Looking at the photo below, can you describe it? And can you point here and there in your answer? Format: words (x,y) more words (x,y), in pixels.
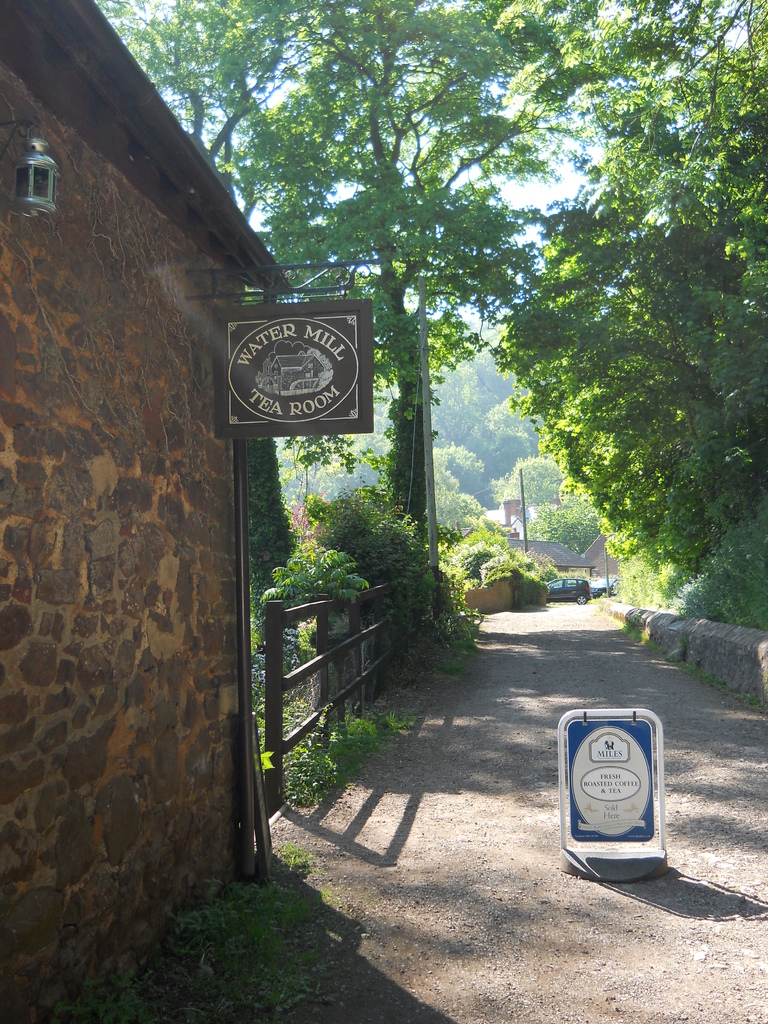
In this image I can see boards (581,715), poles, buildings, fence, grass (370,721), creepers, trees (511,396), vehicles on the road (590,1003) and the sky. This image is taken may be near the park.
